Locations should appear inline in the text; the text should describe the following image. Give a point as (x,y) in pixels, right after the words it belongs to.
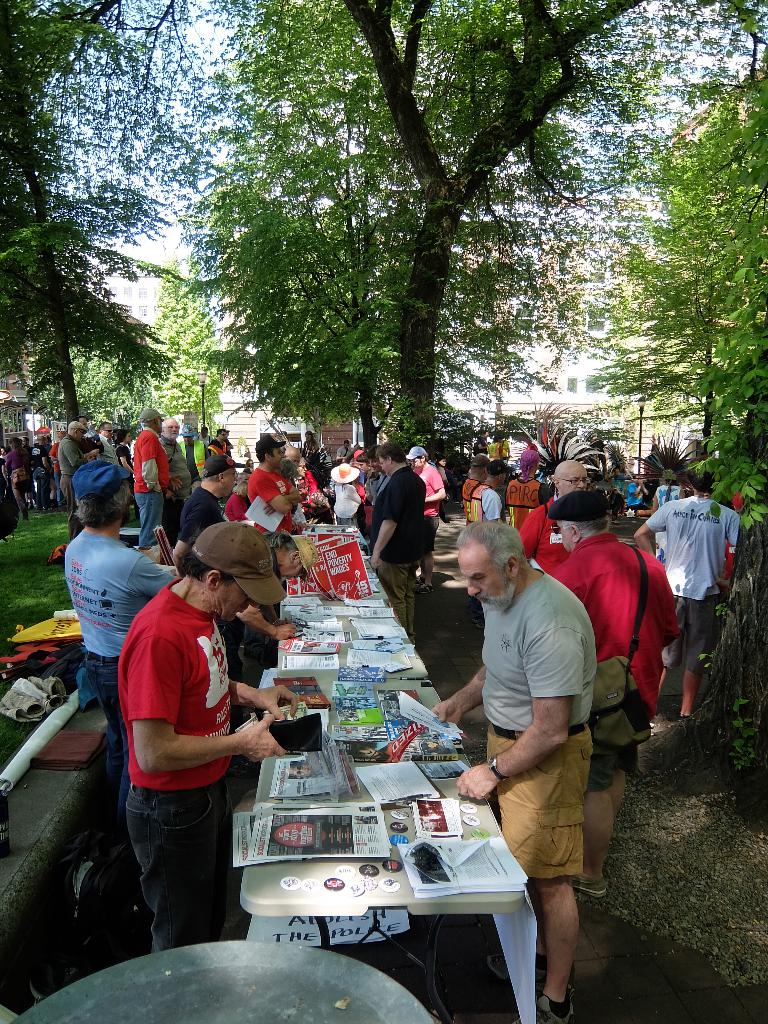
In this image in the center (381,681) there is a table (357,802) and on the table (365,797) there are papers (355,651) and there are persons (535,666) standing in the center (497,635). In the background (117,423) there are trees (131,423), there are buildings (150,296) and on the left (44,589) there is grass (44,573) on the ground (47,575) and there are objects (48,637) on the ground (36,578).
